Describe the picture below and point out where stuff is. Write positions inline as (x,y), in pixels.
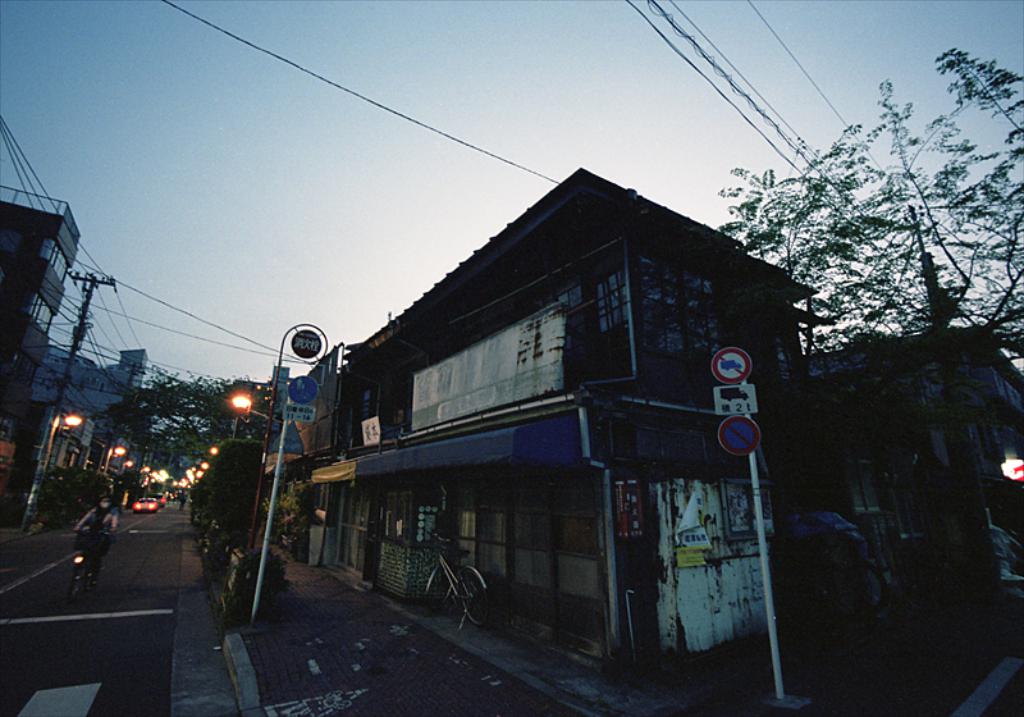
In this picture we can see the buildings (9,368). On the left side of the image (196,507), there are street lights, electric poles (51,418), trees (44,497) and cables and there are vehicles (89,570) on the road (121,537). On the right side of the image (758,517), there is a pole (758,517) with sign boards (734,395). At the top of the image (265,65), there is the sky (326,116).
